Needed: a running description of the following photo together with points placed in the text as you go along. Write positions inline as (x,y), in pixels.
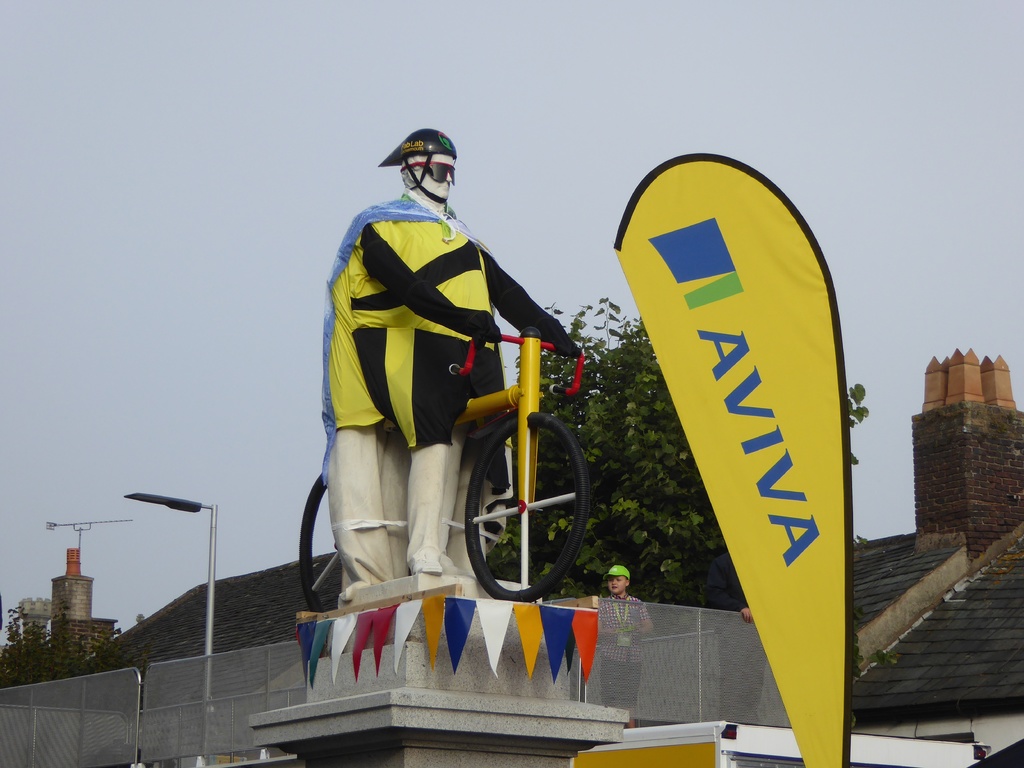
In the image in the center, we can see one stone (401,682), banner (818,454) and a garland (430,645). On the stone (421,672), we can see one statue (384,387) holding cycle (543,420). In the background (560,105), we can see the sky (24,563), clouds (24,563), trees (610,355), buildings (996,602), fences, poles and one person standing and wearing a cap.
